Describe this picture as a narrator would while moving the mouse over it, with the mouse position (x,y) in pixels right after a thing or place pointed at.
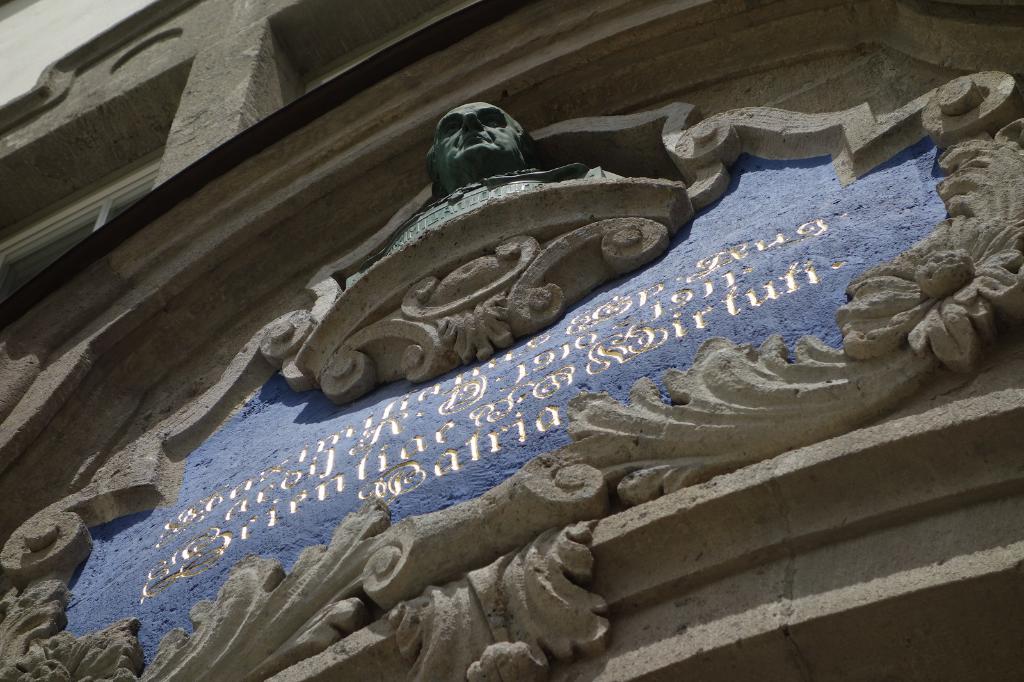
In this image I can see a part of a building (391,65) and there is some text (292,506) on the wall (544,349) and also I can see a sculpture (462,140) of a person (475,132).
